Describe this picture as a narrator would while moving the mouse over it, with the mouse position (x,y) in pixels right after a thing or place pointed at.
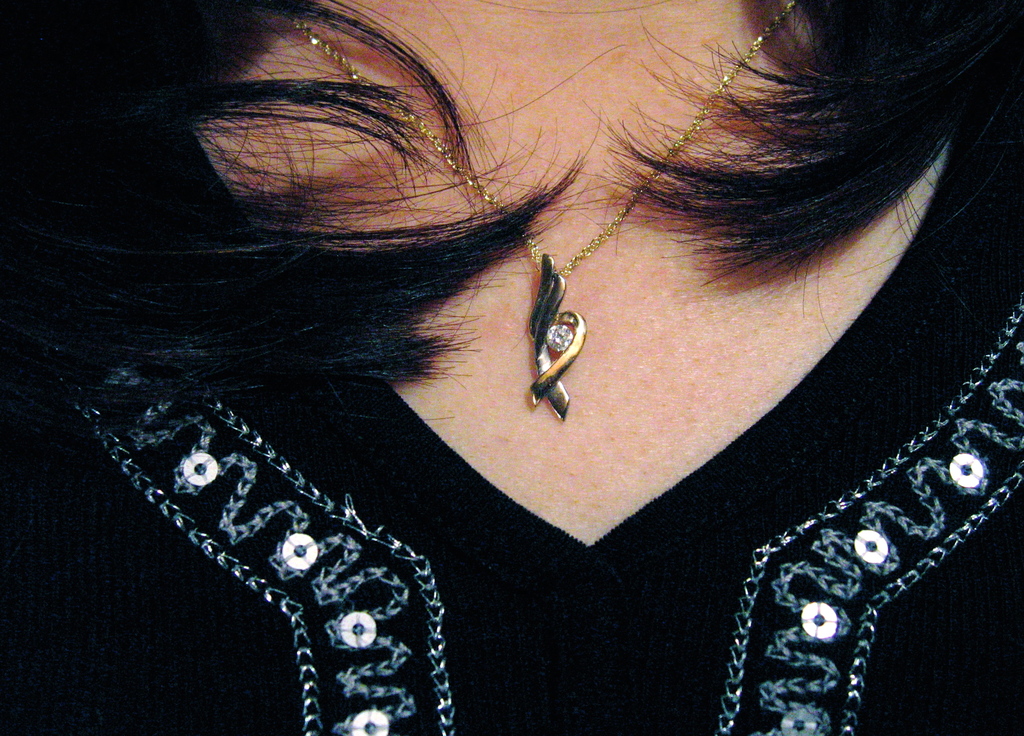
Here we can see a person (736,293) and there is a chain (568,270). Here we can see hair (984,15).
